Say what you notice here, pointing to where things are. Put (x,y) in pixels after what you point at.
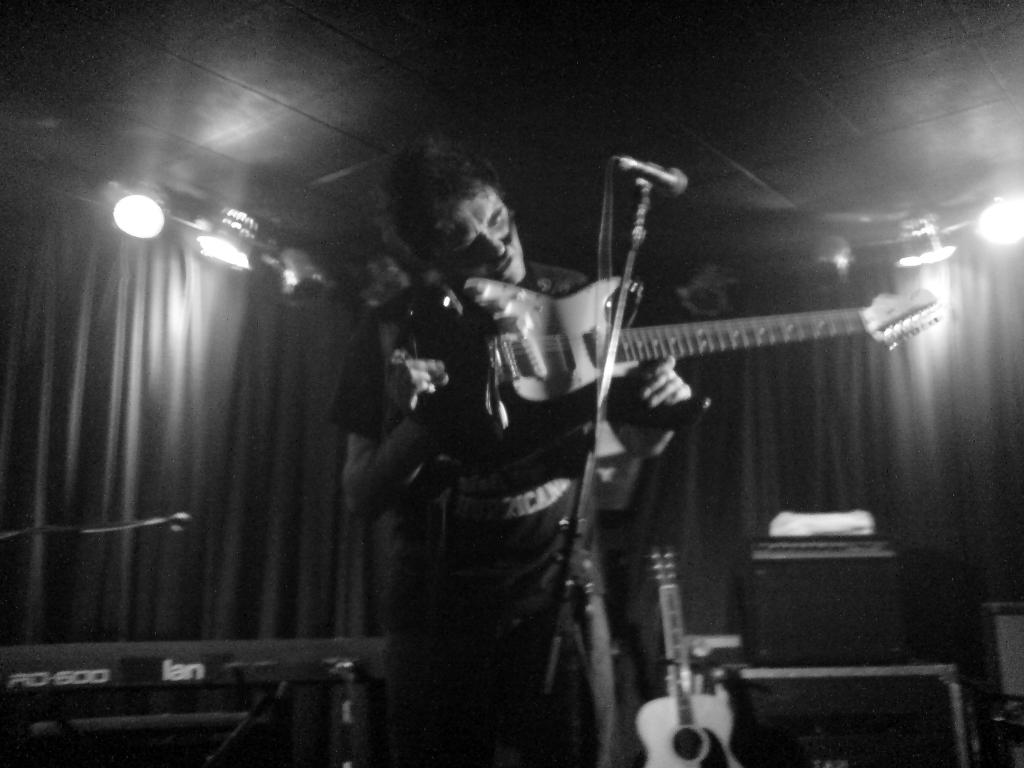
This Picture describe about a man (490,489) wearing the black t-shirt (498,500) holding the guitar (575,349) in this hand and seeing in the guitar strings (621,339), Beside him a microphone stand (652,182) and two black box (885,726) are placed, On the left side (285,655) we can see the piano (75,661), Behind a black curtain (191,367) and a spotlight (221,206) on the ceiling (584,88).
